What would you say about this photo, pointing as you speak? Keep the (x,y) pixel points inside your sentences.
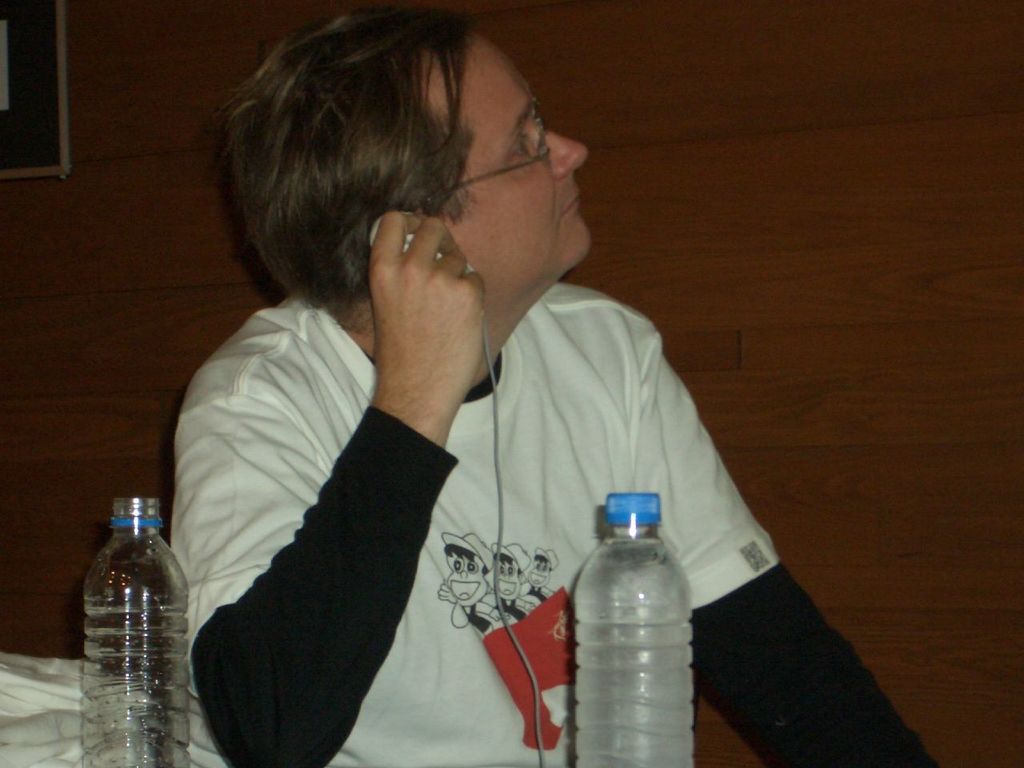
Here we can see a person (258,232) sitting in front of a table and there are couple of bottles (179,709) placed on the table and this person (354,338) is hearing something with the help of headphones (499,497).
